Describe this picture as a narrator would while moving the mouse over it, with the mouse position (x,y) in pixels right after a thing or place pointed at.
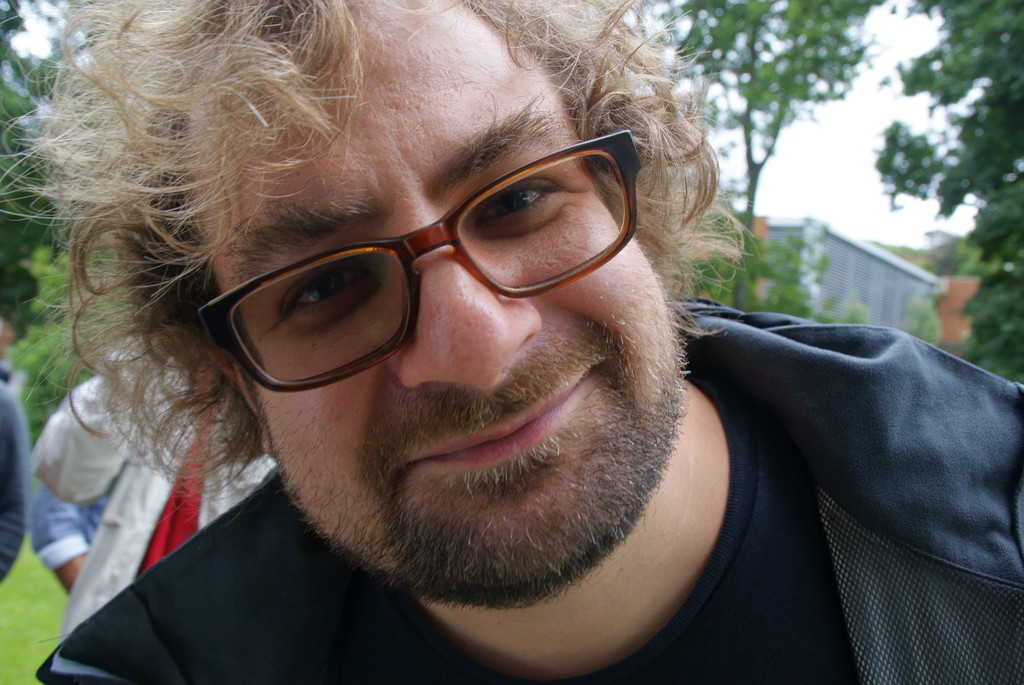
In this image there is a person (513,405) with a smile on his face (503,450), behind the person (238,455) there are a few people (109,494) standing on the surface (39,625) of the grass (39,625). In the background (951,225) there are trees (747,241), building (832,236) and the sky (809,198).
